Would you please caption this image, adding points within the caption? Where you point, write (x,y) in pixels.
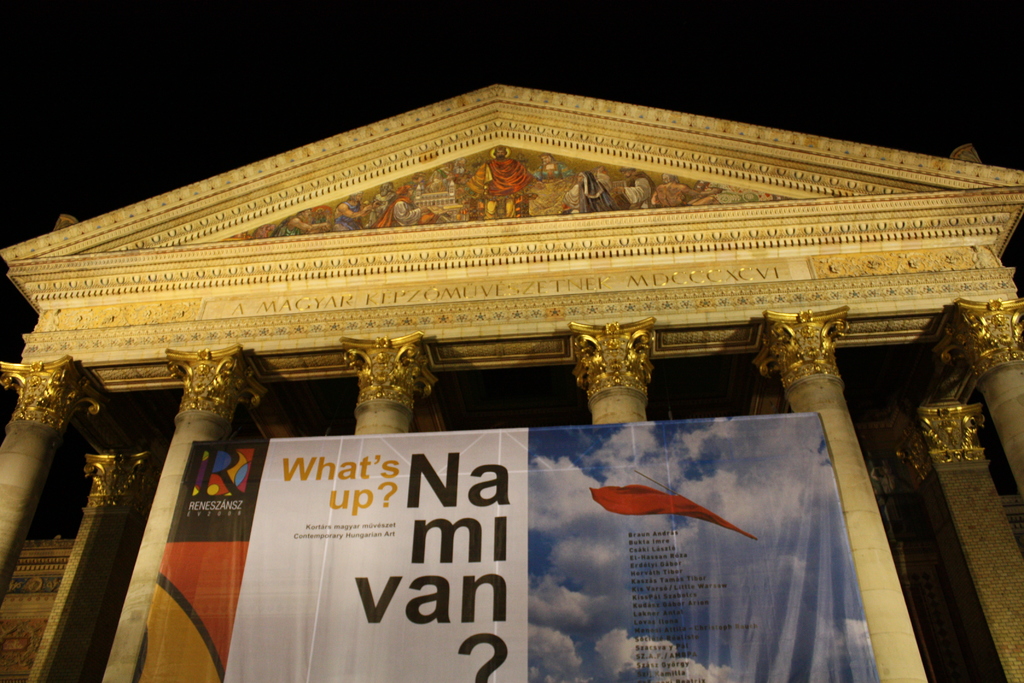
In this image in the foreground (632,215) there is a building (317,292), pillars (989,337), and a boards (433,450). On the boards (627,550) there is text (692,581), and there is a dark background (938,37).
